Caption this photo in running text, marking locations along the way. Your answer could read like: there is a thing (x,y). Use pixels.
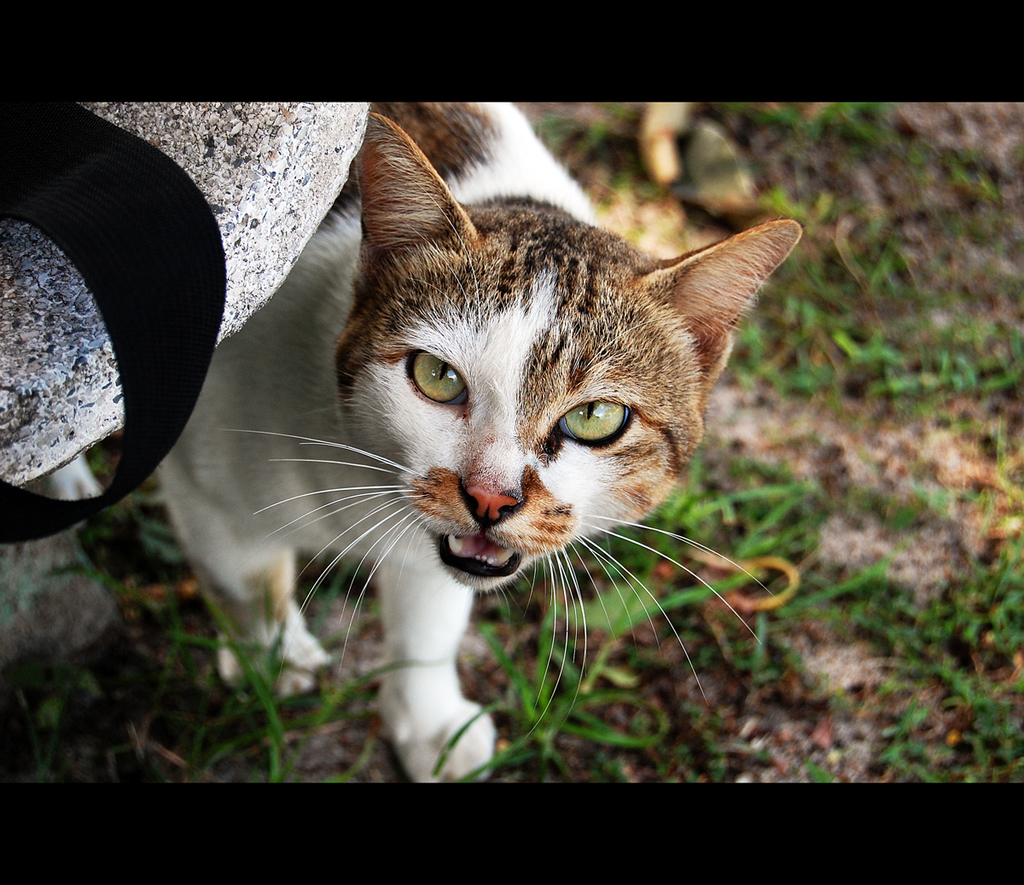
On the left corner (247,190) there is a stone (197,185). On that we can see a black strap (149,402). Near to that there is a cat (381,444). On the ground (660,560) there is grass (625,631).
